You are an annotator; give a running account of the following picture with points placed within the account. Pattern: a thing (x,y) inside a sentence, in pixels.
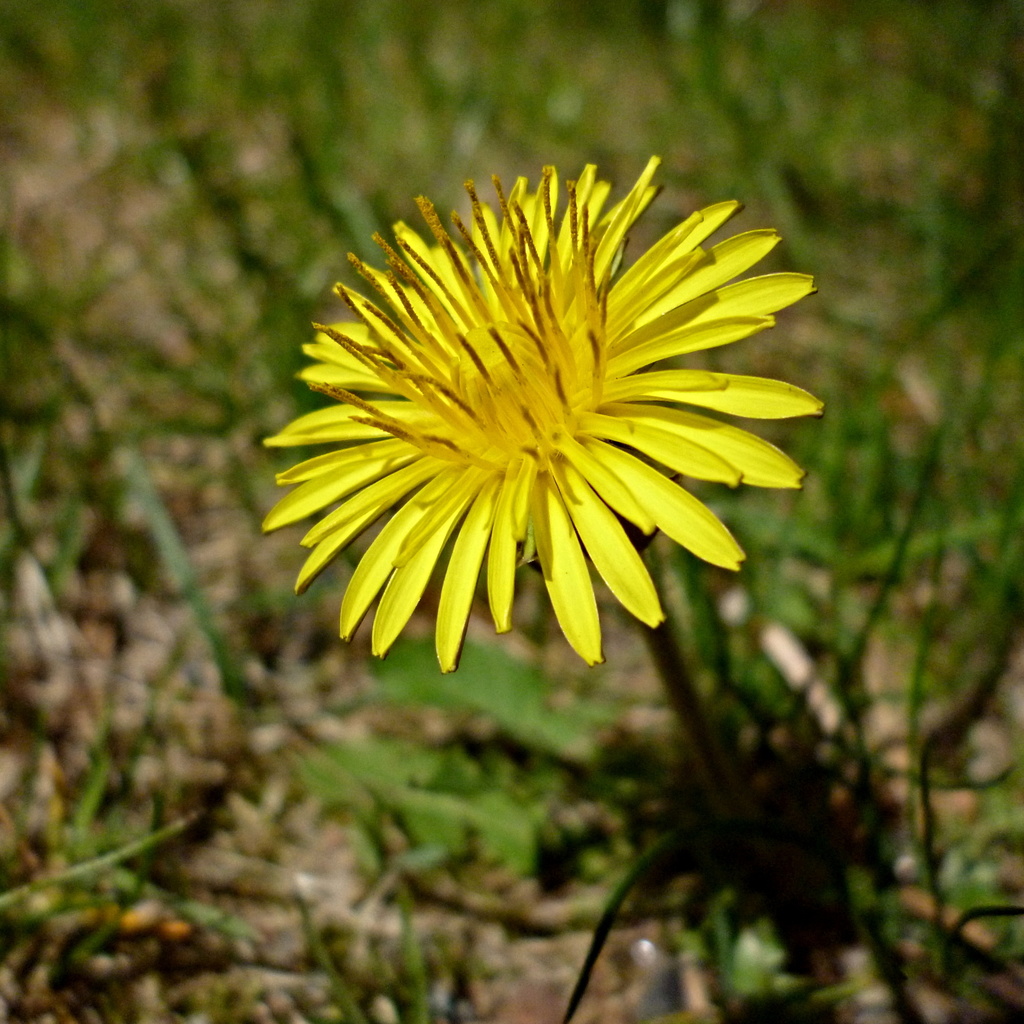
In this picture there is yellow flower (441,485). Behind there is a blur background (884,84) with some green plants (884,458).
